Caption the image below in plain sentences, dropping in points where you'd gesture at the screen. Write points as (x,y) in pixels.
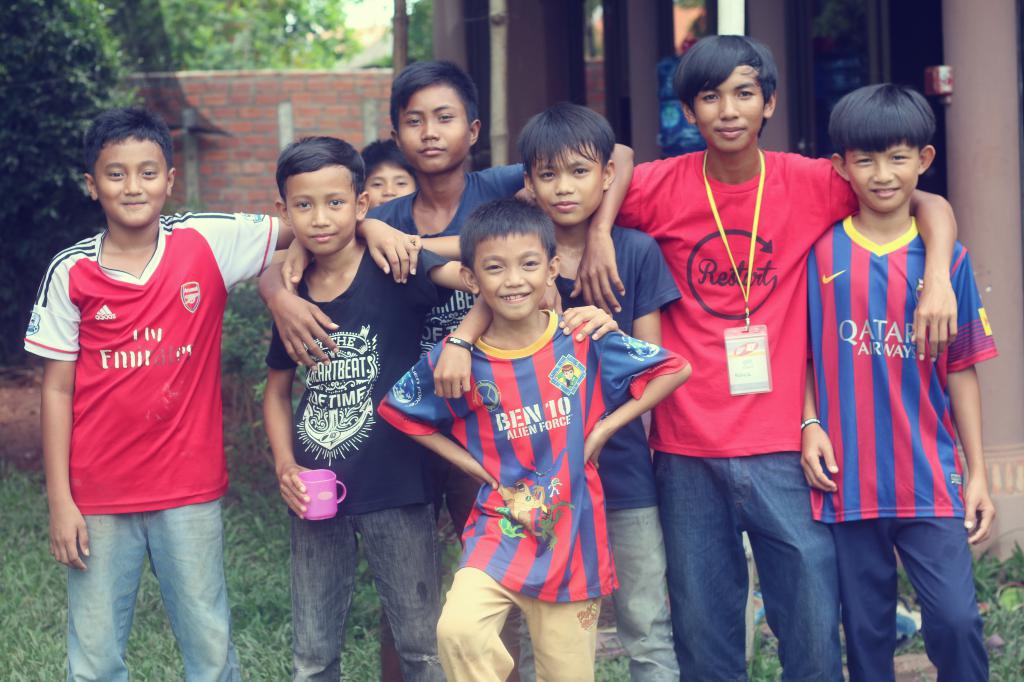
In this image we can see the kids (615,405) standing. We can also see a cup (321,495), identity card (748,366) and also the grass (26,583). In the background (9,122) we can see the trees (132,98), building (608,44), wall (262,101) and also the wooden poles (503,154).
